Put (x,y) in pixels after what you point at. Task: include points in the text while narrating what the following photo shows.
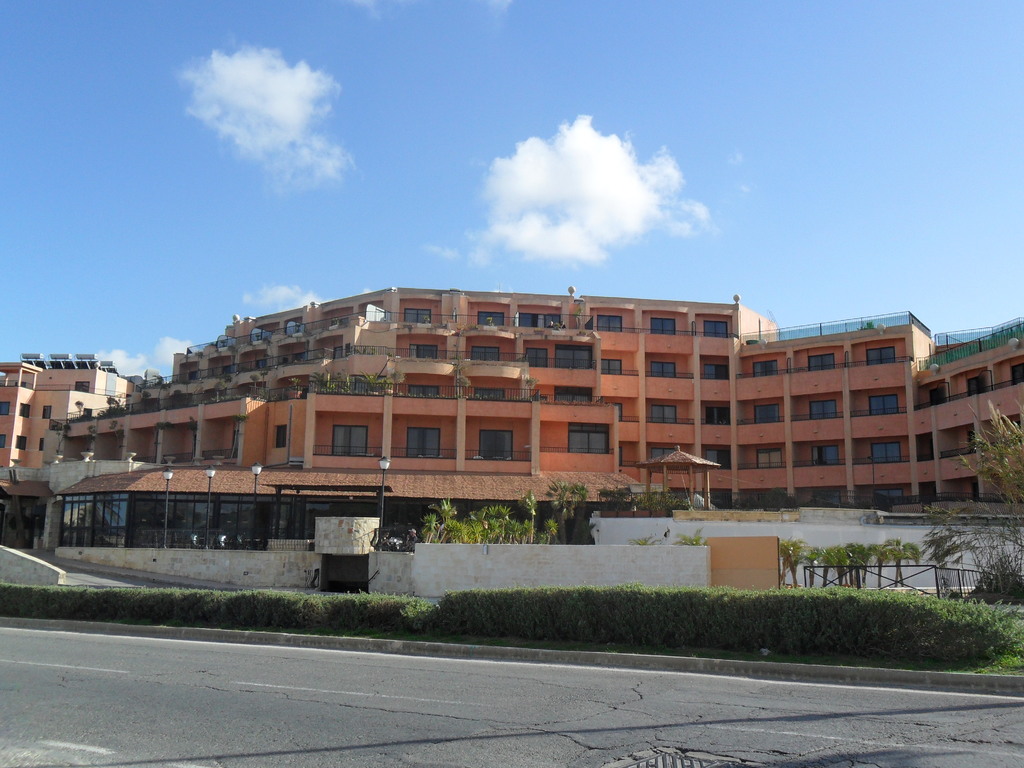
In this picture I can see the bushes (506,539), street lamps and the road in the middle (382,478), in the background (371,490) there are buildings (472,427), at the top (722,126) I can see the sky (715,175).
